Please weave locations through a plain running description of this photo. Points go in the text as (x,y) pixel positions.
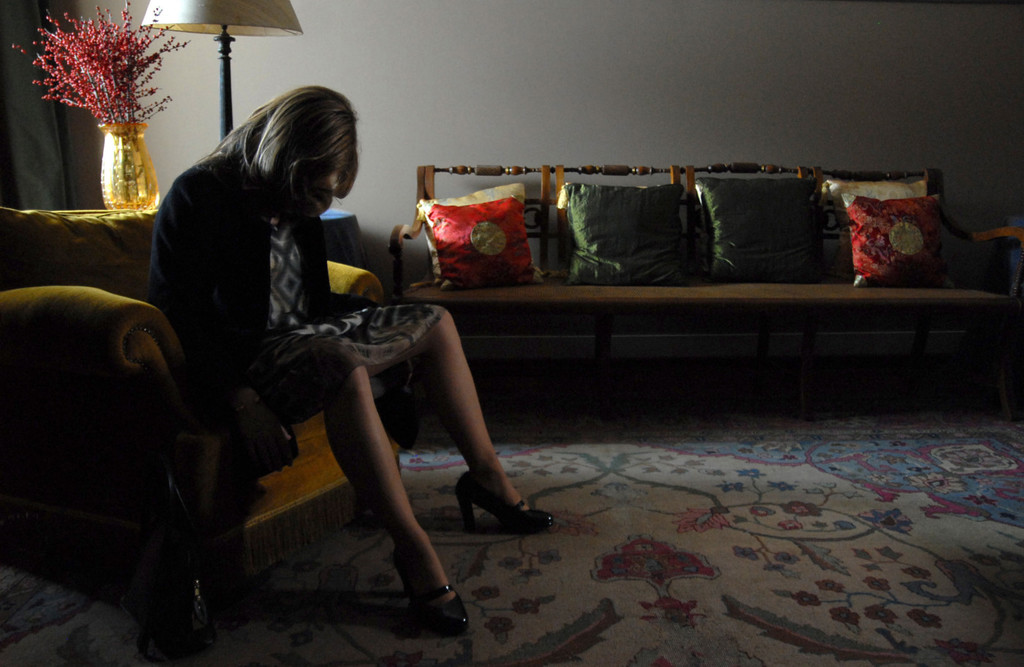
To the left side (103,378) on the sofa (154,407) there's a lady (311,342) sitting. And in the middle (425,295) there is another sofa (460,299) with six pillows (635,239) on it. Behind that lady (249,146) there is a lamp (225,63) and a flower vase (110,154) on the table (325,219). There is a floor mat (571,512) on the floor (694,579).
